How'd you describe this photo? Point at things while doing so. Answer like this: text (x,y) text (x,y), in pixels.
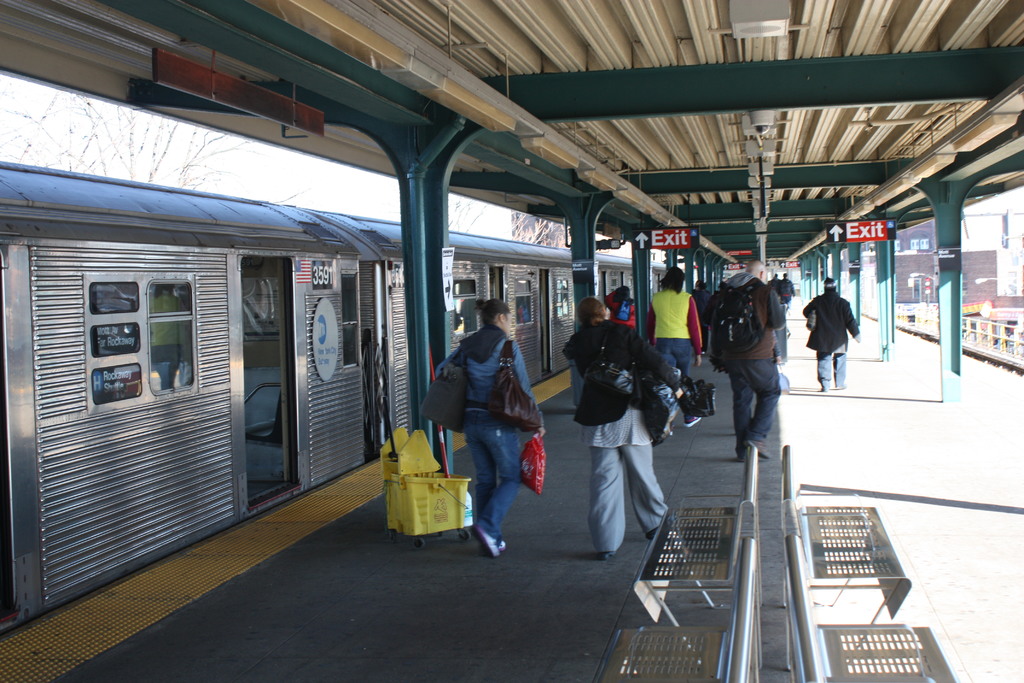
In this image we can see there are so many people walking on the platform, they are holding some objects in their hands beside them, there is a train (468,285).
